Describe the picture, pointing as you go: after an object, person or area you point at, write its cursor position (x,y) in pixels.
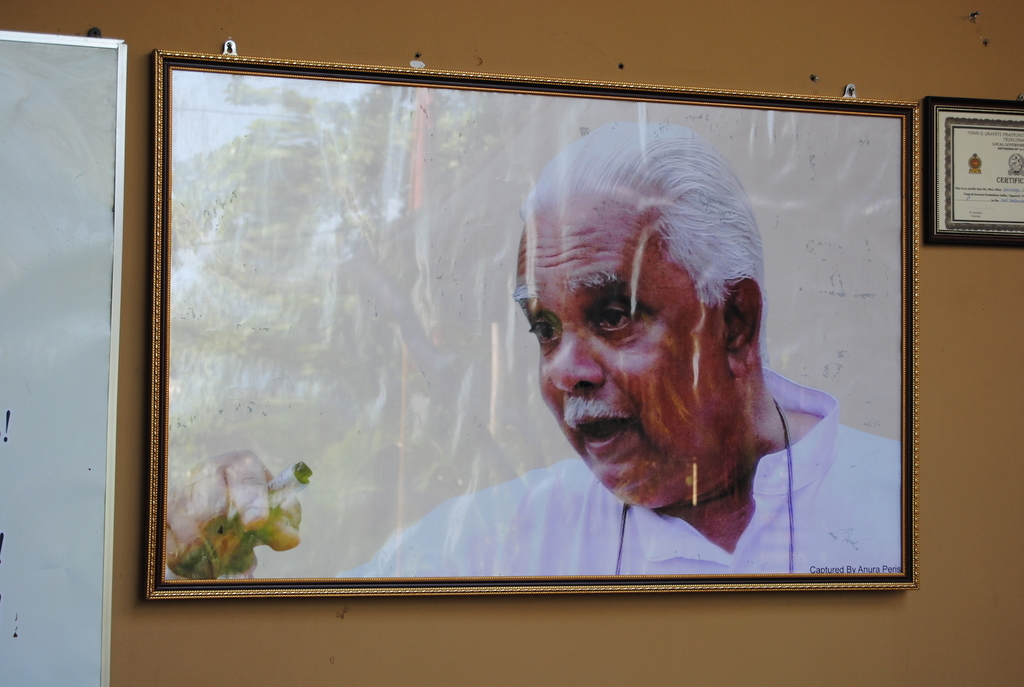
We can see frames (897,120) and board (91,174) on a wall (790,53) on this frame (636,354) we can see a man (541,216) and tree (232,333).
